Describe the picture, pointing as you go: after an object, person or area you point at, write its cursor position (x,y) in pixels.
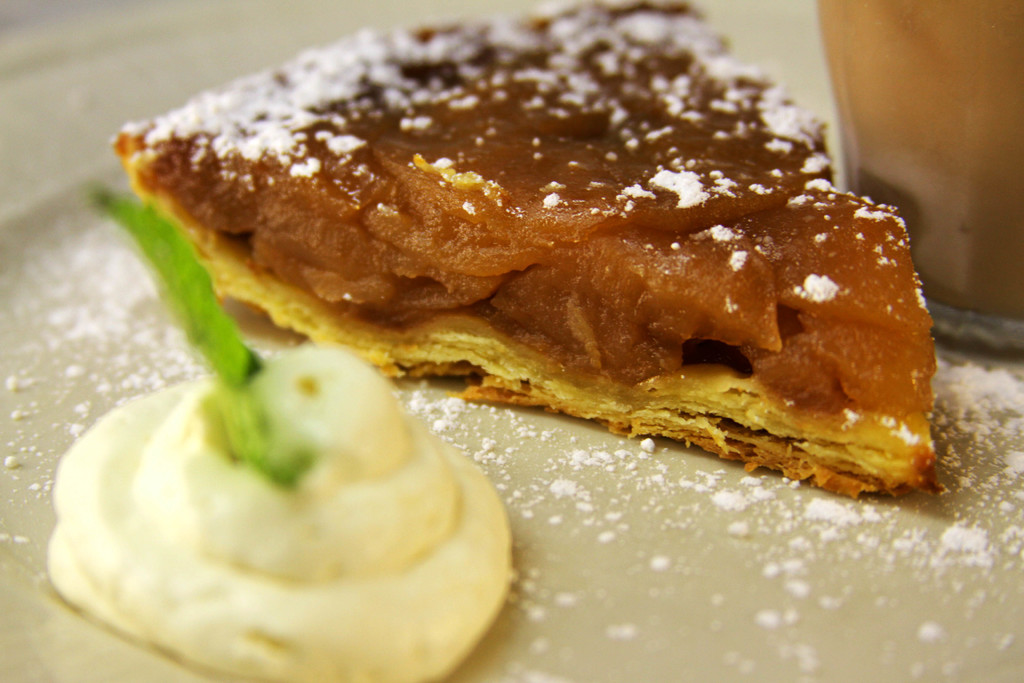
In the image we can see there is a slice of food item (600,233) and there is a cream (344,540) and on the top of the cream (226,456) there is a leaf (247,458).
